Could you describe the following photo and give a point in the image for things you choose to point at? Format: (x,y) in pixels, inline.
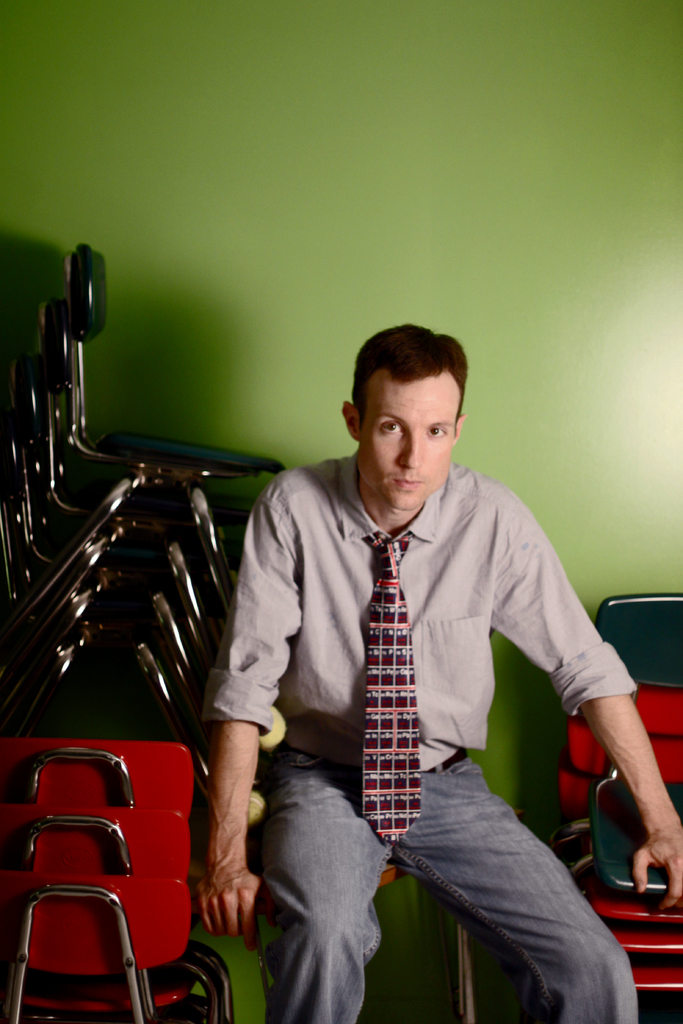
In this image there is a man (329,777) wearing a tie (377,632). He is sitting on a chair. On both sides of him there are chairs (610,907). In the background (431,161) there is wall (277,242) of green color.
